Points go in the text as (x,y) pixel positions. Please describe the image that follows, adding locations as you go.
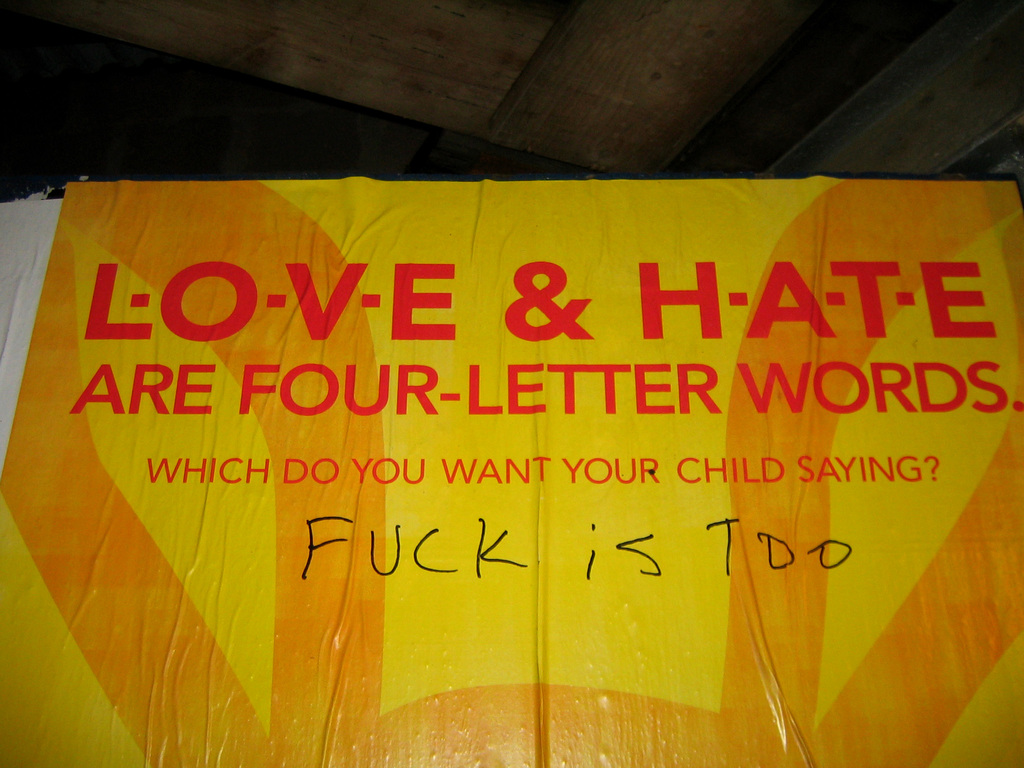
In this image we can see a banner (415,509) with text (758,334) in the foreground (763,390). And there is a roof (1000,97).
